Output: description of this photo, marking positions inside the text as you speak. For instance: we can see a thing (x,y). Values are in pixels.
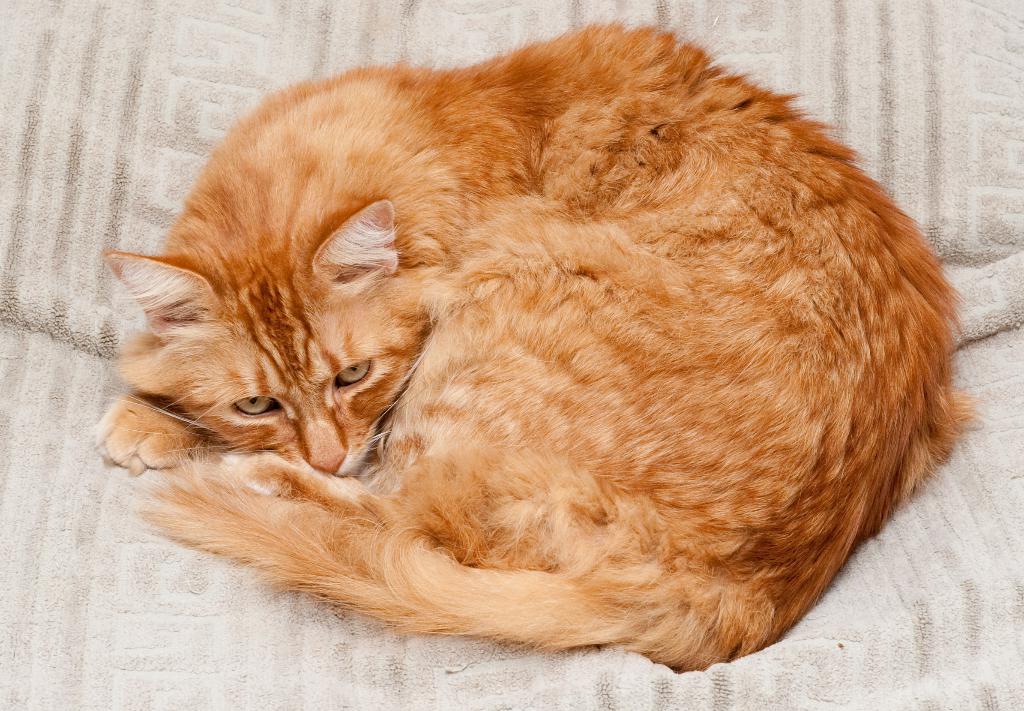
In this image we can see a cat (522,49) is sitting on the white color surface (965,454).
